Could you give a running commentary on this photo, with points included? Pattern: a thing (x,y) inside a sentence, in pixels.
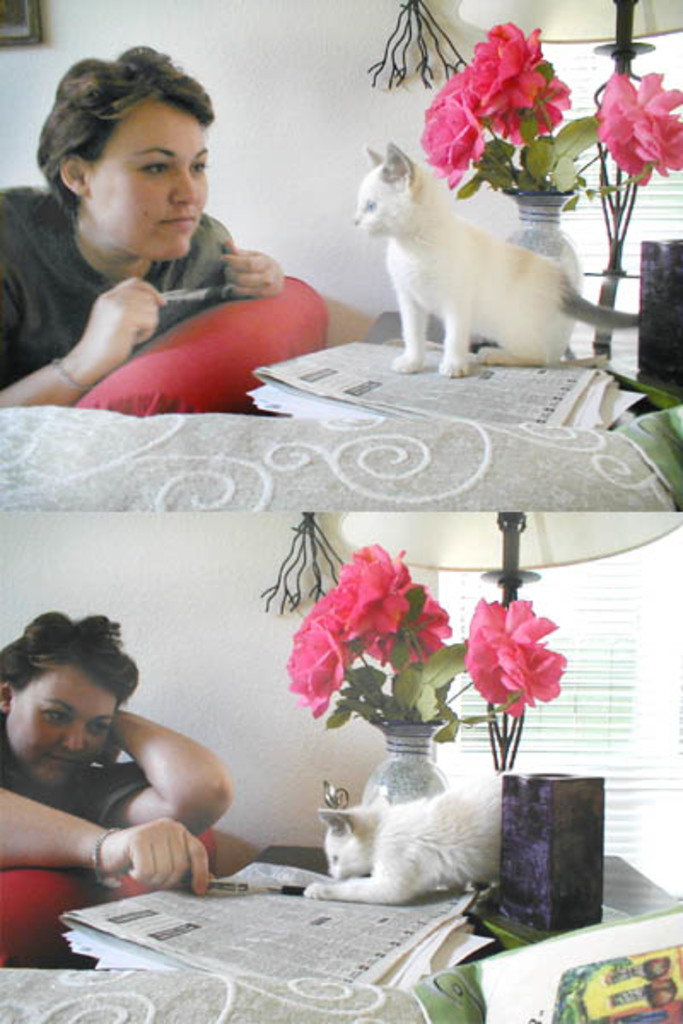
In this picture there is a lady (132,62) at the left side of the image (139,73) and there is a cat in front of her which is placed on a table (308,850) and there is a flower pot (534,237) near the cat (555,267), and again in second album there is a lady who is touching the cat (333,825) with her pen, there is a flower pot (460,643) near the cat (336,833).
